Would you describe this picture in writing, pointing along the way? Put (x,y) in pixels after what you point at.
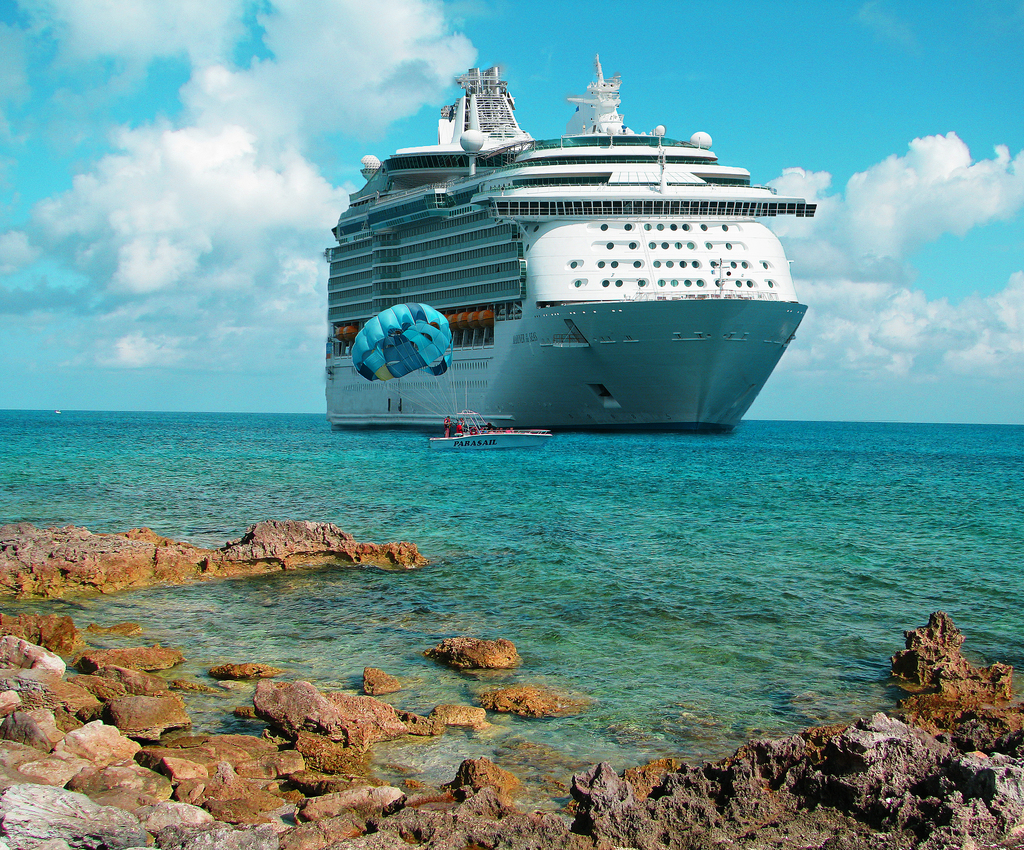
At the bottom of the image (140,712) there are stones (557,713) in water (417,522). In the middle of the water (441,435) there is a boat (477,423) with a parachute (413,345) and also there is a big ship (366,267). At the top of the image (680,93) there is a sky (357,65) with clouds (284,235).
